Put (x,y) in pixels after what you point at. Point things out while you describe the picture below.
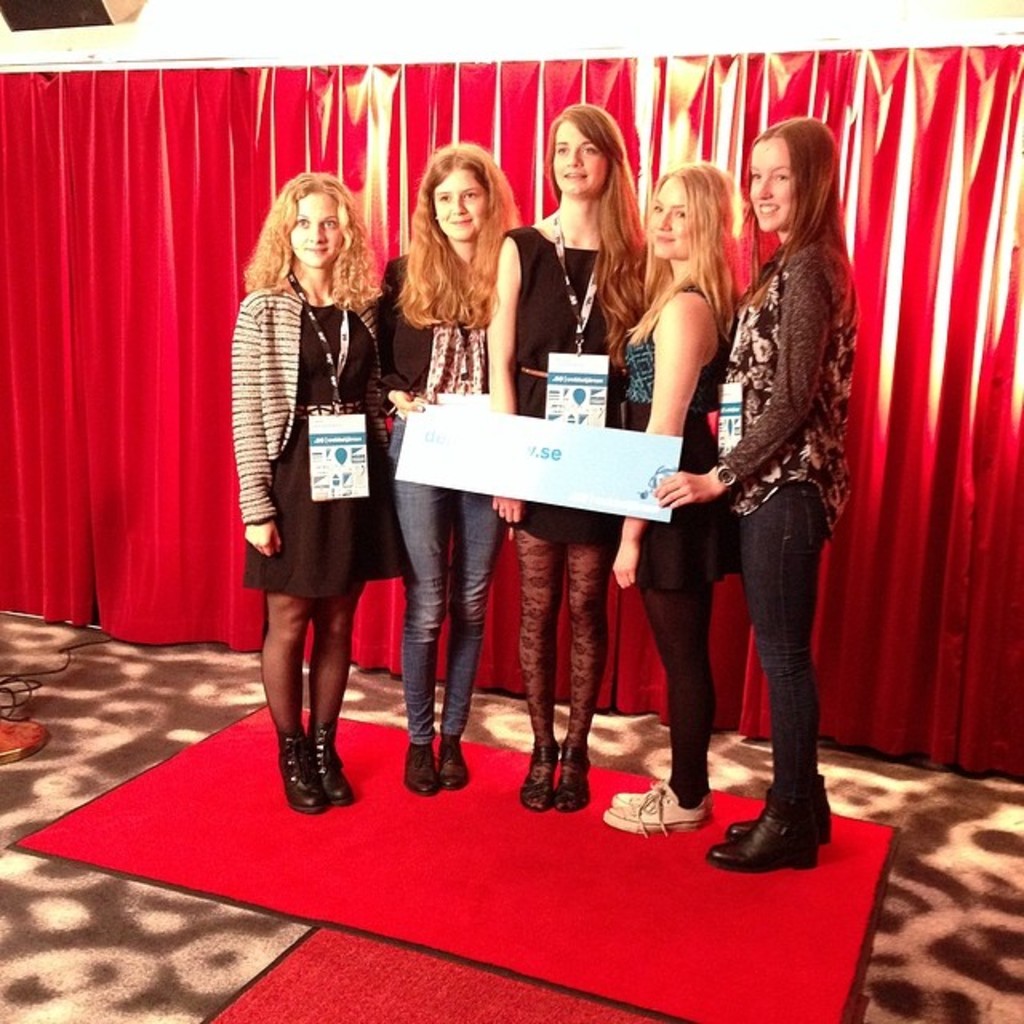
In this picture I can observe five women (266,545) standing on the red carpet (375,856). All of them are smiling. In the background (278,127) I can observe red color curtain (680,79).
